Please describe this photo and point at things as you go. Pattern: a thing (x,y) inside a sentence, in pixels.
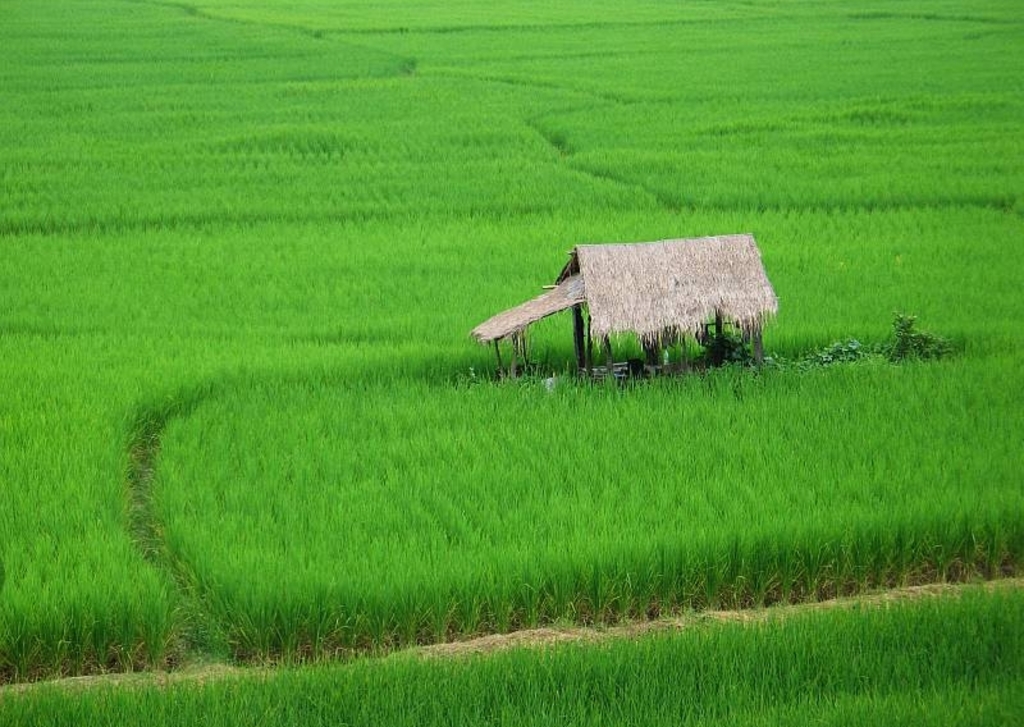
In this image, we can see a crop (749,604). There is a hut (561,286) in the middle of the image (591,373).
